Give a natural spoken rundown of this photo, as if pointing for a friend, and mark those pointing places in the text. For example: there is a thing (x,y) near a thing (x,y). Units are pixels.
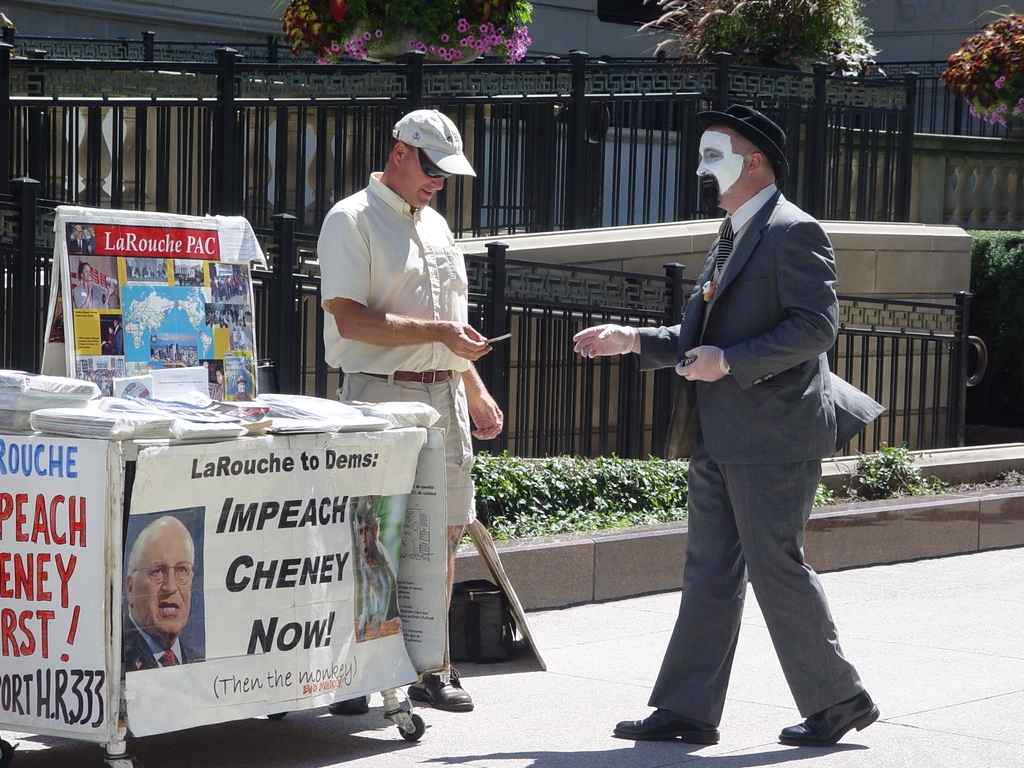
In this image we can see there are two persons (362,291) standing on the road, beside the person (397,278) there is a board (197,365). Back of them there is a railing (532,125) and few plants (589,502).
